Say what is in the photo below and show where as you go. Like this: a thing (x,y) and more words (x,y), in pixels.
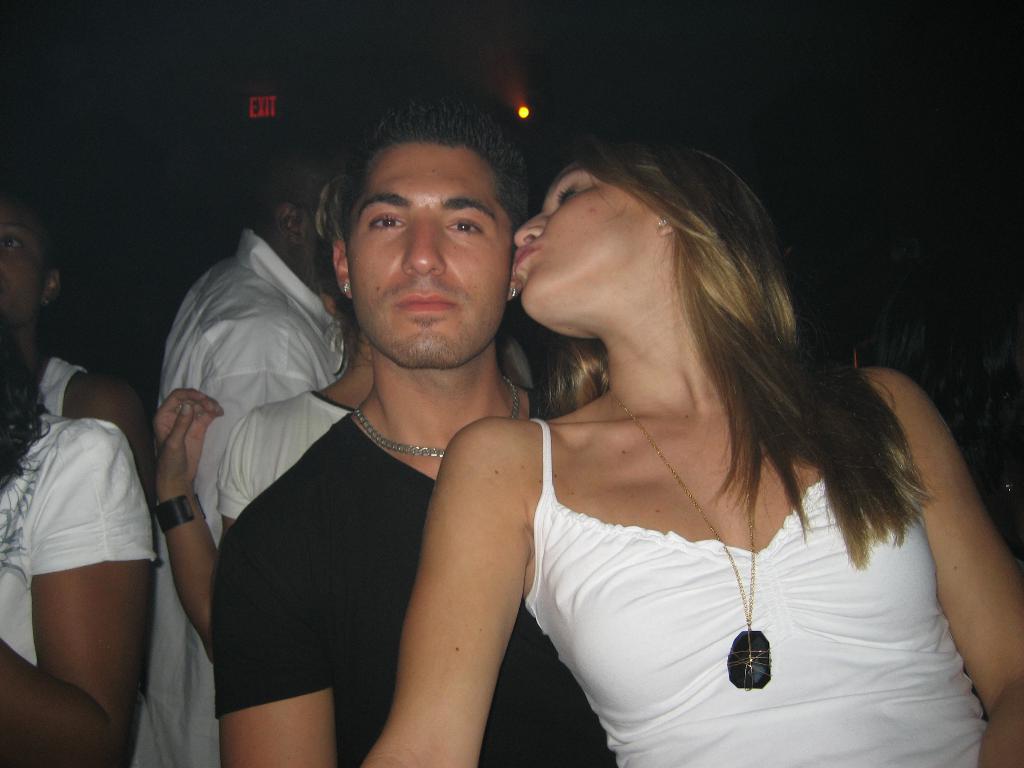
In this picture we can see few people (684,389). There is a dark background (548,120) and we can see a light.
